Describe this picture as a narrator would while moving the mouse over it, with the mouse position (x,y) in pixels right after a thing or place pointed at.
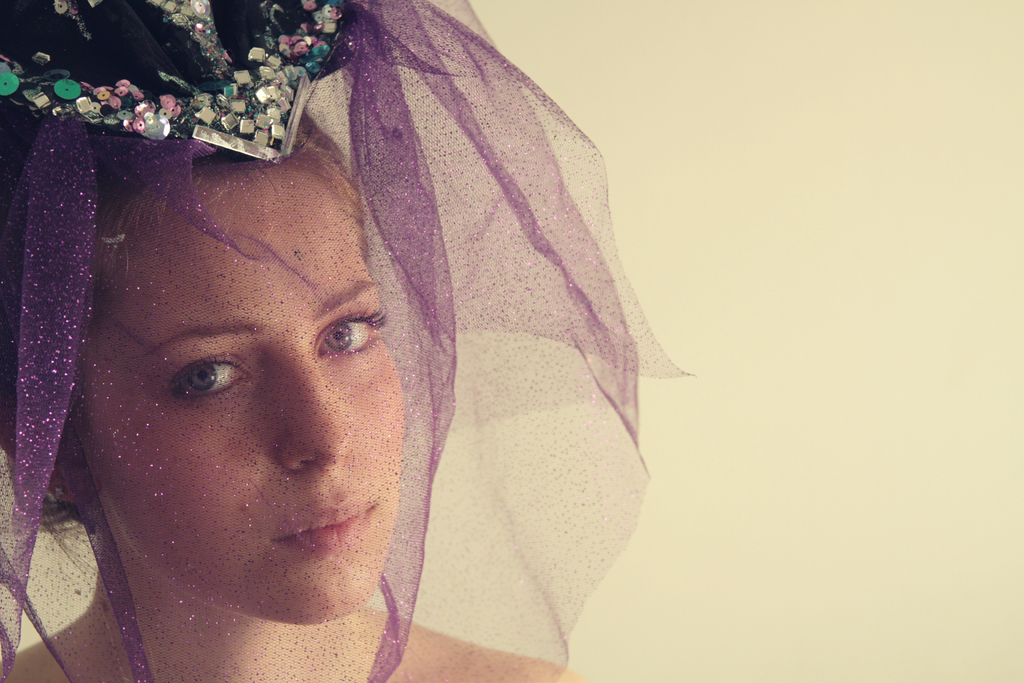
In this image we can see a lady (255,338) wearing crown (251,127) and the face (261,216) is covered with net (405,452). In the background (887,159) there is a wall (956,329).
